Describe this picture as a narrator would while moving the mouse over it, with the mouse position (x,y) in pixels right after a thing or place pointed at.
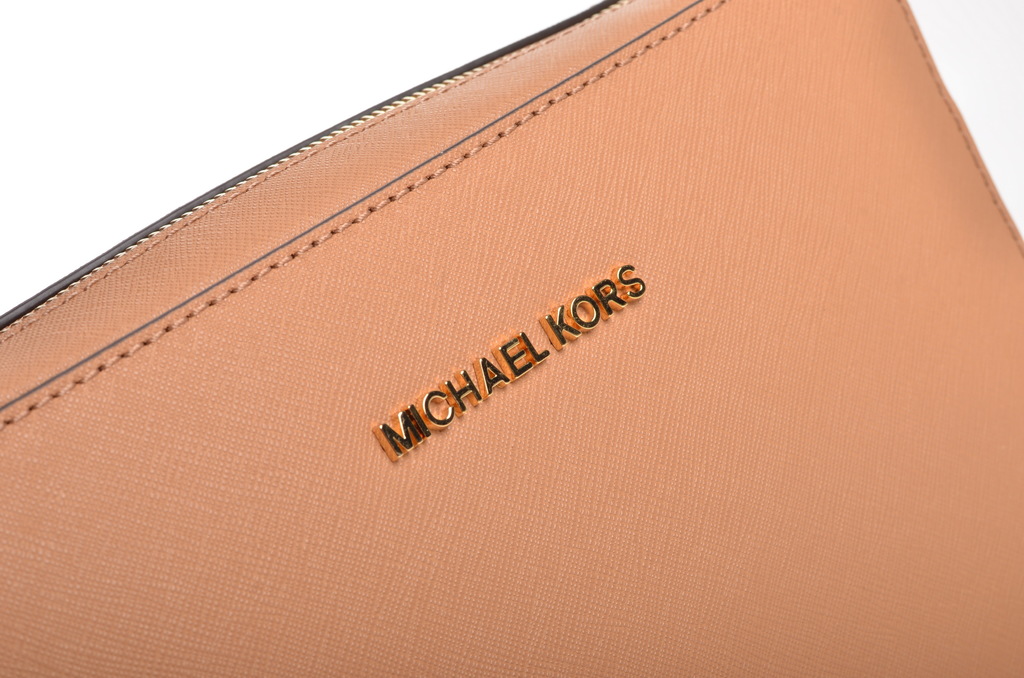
In this image there is a purse (402,353) with some text (453,412) written on it.
